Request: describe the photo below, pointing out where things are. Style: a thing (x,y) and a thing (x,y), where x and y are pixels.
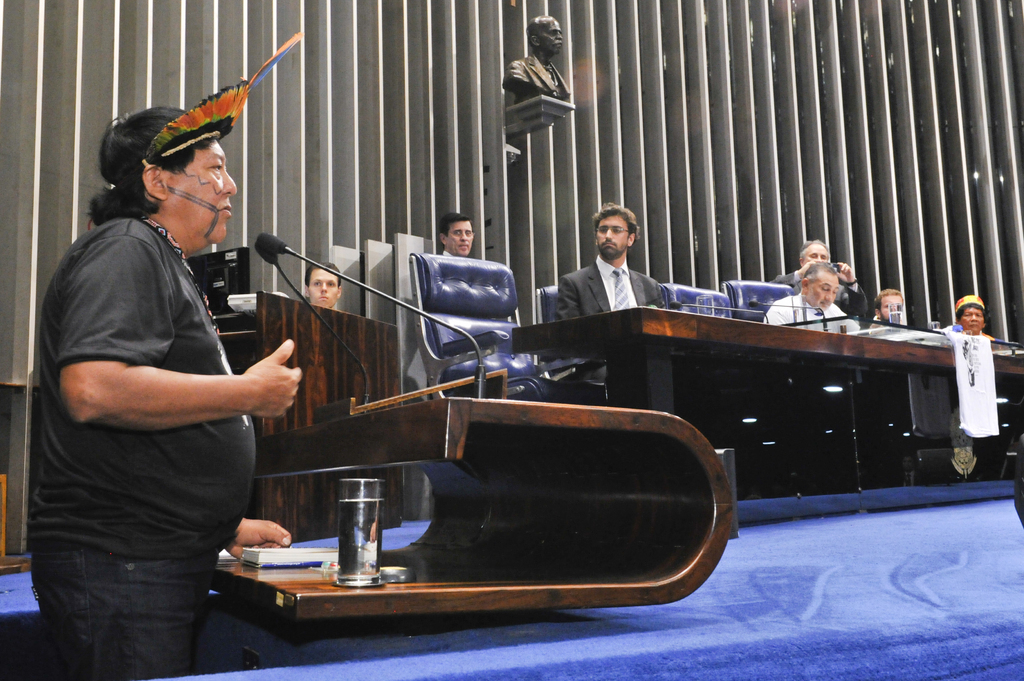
In this image we can see a man (52,307) standing at the podium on the left side (84,420). We can see many people (962,308) sitting on the chairs (475,317). There is a statue (518,82) on the wall (491,85).
